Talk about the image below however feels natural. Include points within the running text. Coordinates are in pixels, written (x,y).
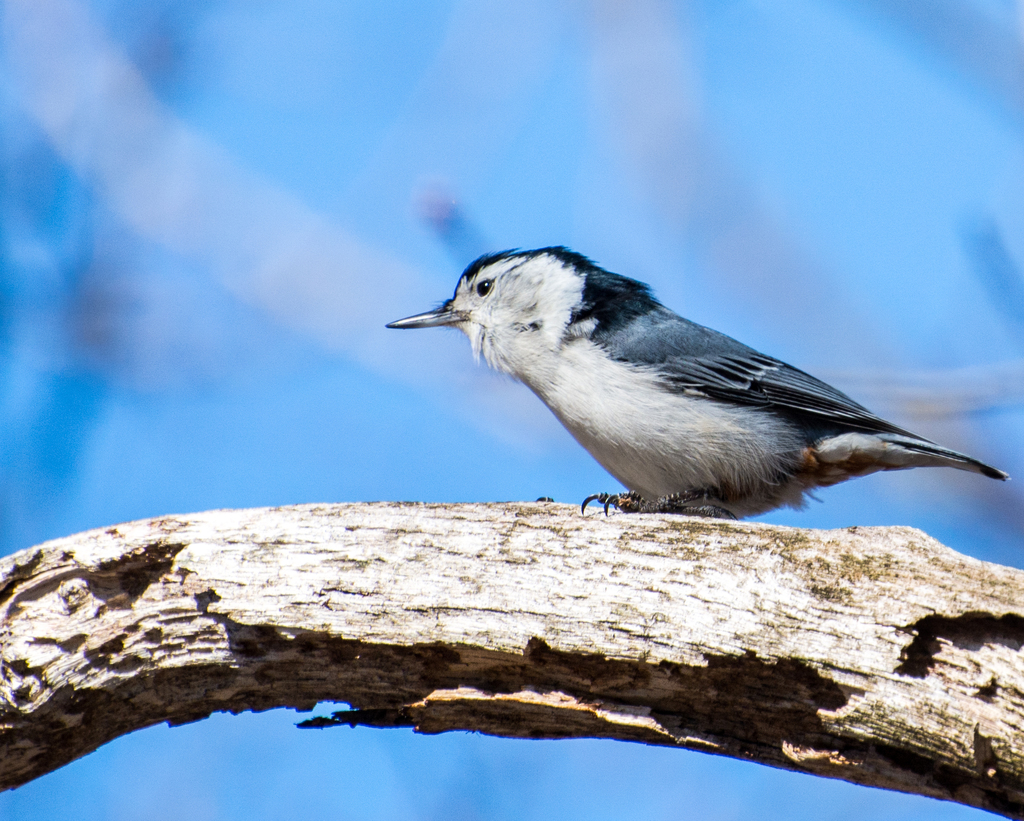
It's a beautiful bird (696,375) which is in white and gray color on the branch (643,620) of a tree (439,732).
